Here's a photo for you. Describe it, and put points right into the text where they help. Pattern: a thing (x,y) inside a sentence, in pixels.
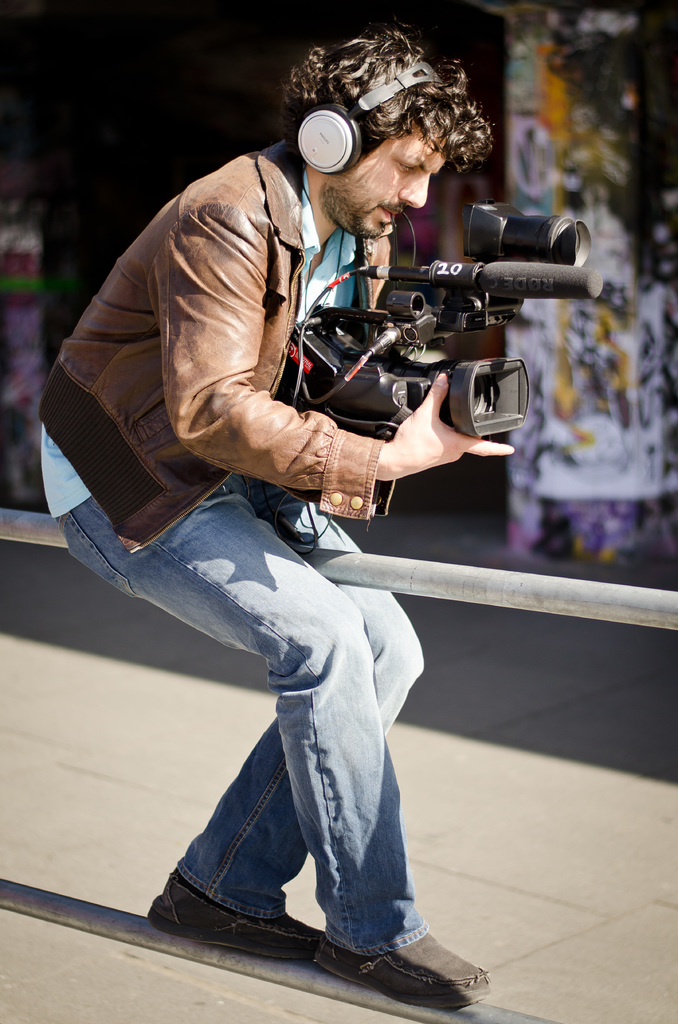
This man (278,205) is holding a camera (411,404), wore a headset (307,121) and facing towards the right side of the image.
